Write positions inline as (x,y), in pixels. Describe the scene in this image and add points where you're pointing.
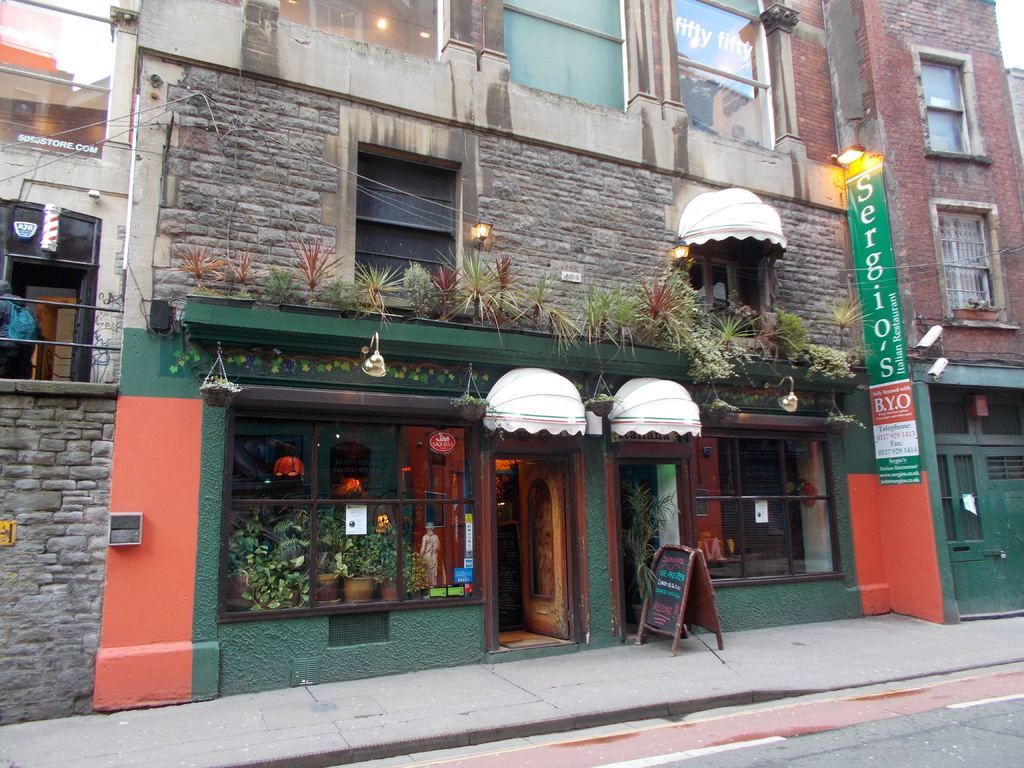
At the bottom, we see the road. In the middle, we see a board (662,584) in black color with some text (678,572) written. Beside that, we see a building (478,473) in green color. We see a door (559,576), a statue (434,565) and the flower pots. There are buildings (78,285) and we see the plants (207,261). On the right side (954,355), we see a building (962,492) and a board (899,372) in green color with some text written on it. We see the lights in the background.
